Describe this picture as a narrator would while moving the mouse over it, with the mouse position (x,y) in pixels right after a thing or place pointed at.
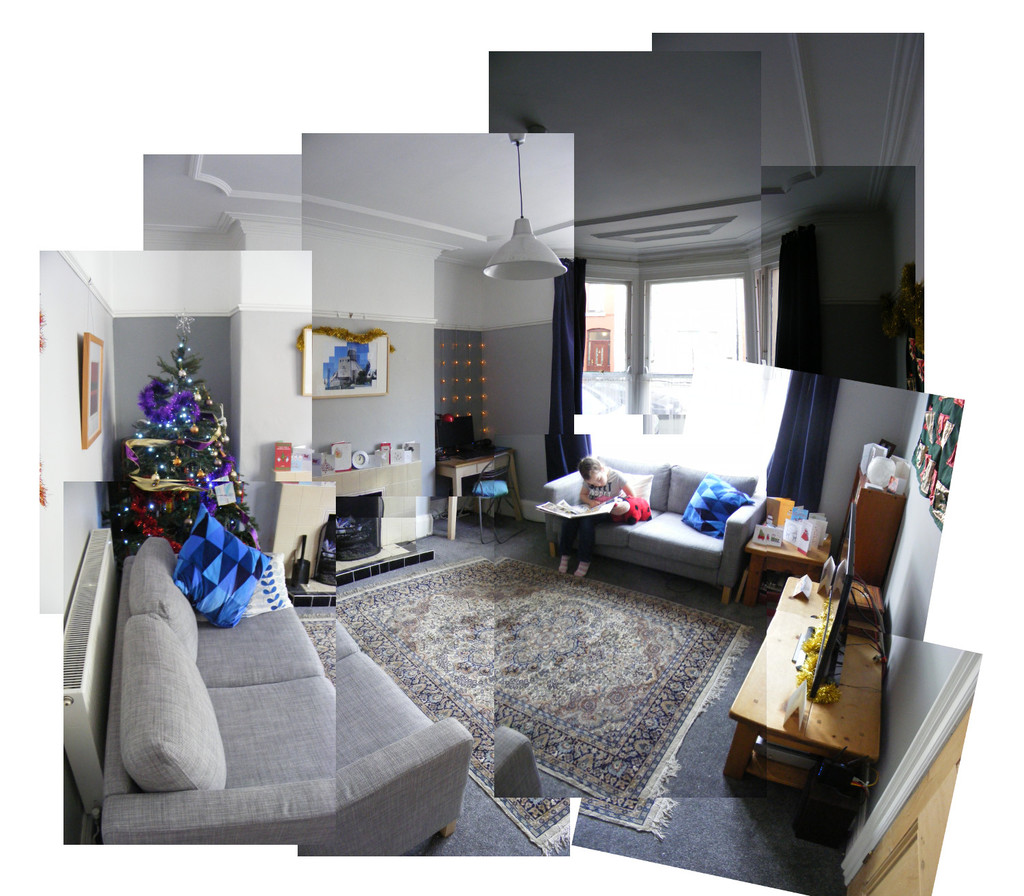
In the image in the center (564,547) we can see one person (621,485) sitting on the couch (631,535) and reading paper (600,512). On couch (218,789) we can see pillows (725,512) and on the right (831,728) we can see table (840,738), on table (878,706) we can see some objects (848,601). Back we can see photo frames (336,370), wall (397,425) and few more objects (442,361).
